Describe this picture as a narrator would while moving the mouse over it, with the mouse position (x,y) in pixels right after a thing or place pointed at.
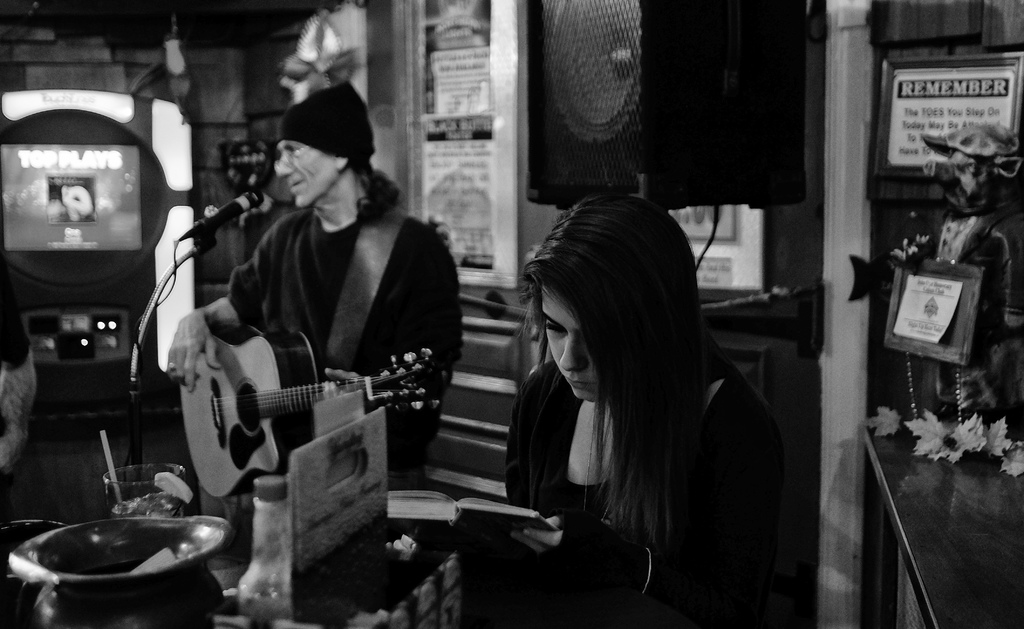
in this image there is a person (608,479) holding a book (462,515). behind her there is a man (313,278) playing guitar (238,393). behind them there is a speaker (632,82) and on the right (943,101) there is a note (943,105) written remember on it.
